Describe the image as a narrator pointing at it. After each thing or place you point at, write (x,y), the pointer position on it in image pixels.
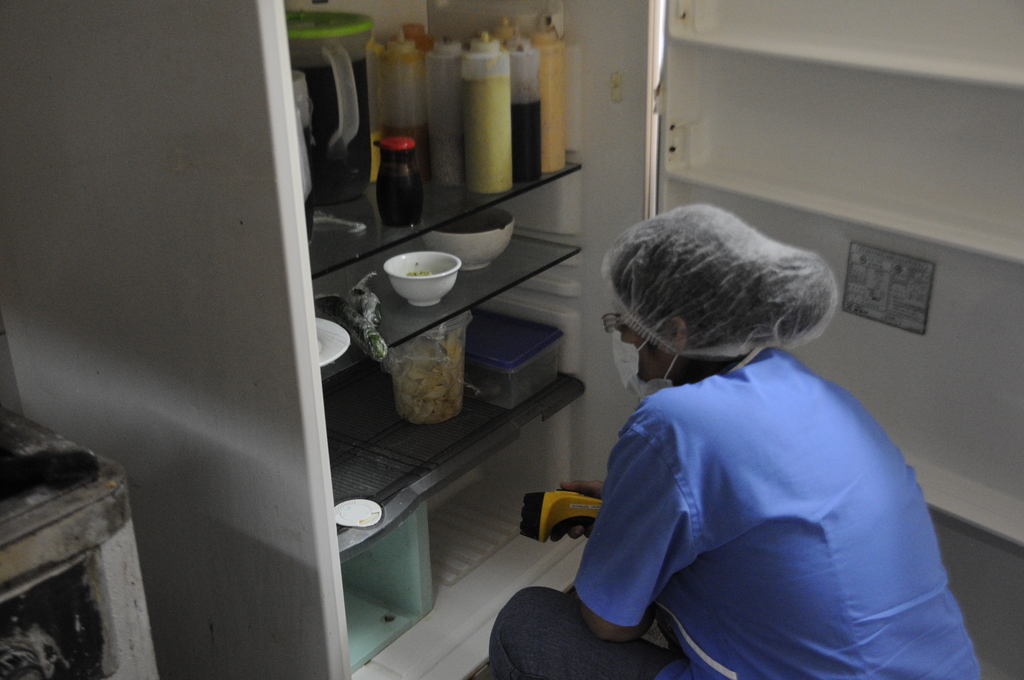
This image is taken indoors. On the left side of the image (69,526) there is a table (60,572). In the middle of the image (356,414) there is a refrigerator (326,294) with a few shelves (384,319) and there are many things (396,401) in the fridge (511,259). On the right side of the image (807,154) there is a fridge door (823,168). In the middle of the image (675,284) a woman (667,477) is sitting and she is holding a yellow device (583,511) in her hand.
